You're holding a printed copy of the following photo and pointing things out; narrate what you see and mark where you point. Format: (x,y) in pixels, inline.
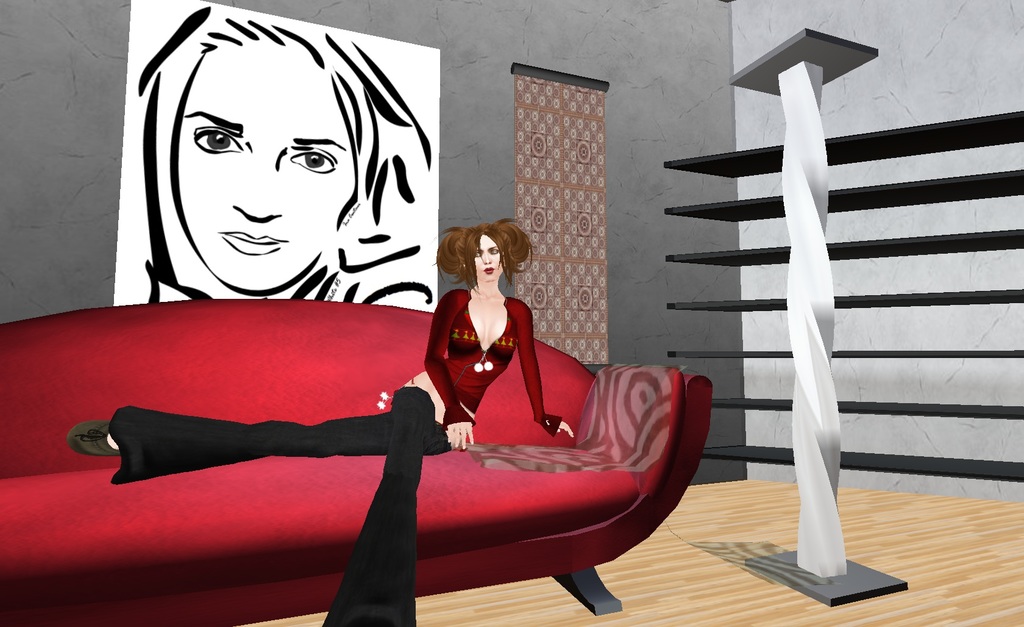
This is an animated image where we can see a woman (540,385) wearing red dress (459,401) is sitting on the red color sofa (192,534). Here we can see the stand (791,552) on the wooden floor (743,511), shelves (708,160), poster (139,220) on the wall (679,268) where we can see a person's face (342,152) and a different pattern (559,182) here.
